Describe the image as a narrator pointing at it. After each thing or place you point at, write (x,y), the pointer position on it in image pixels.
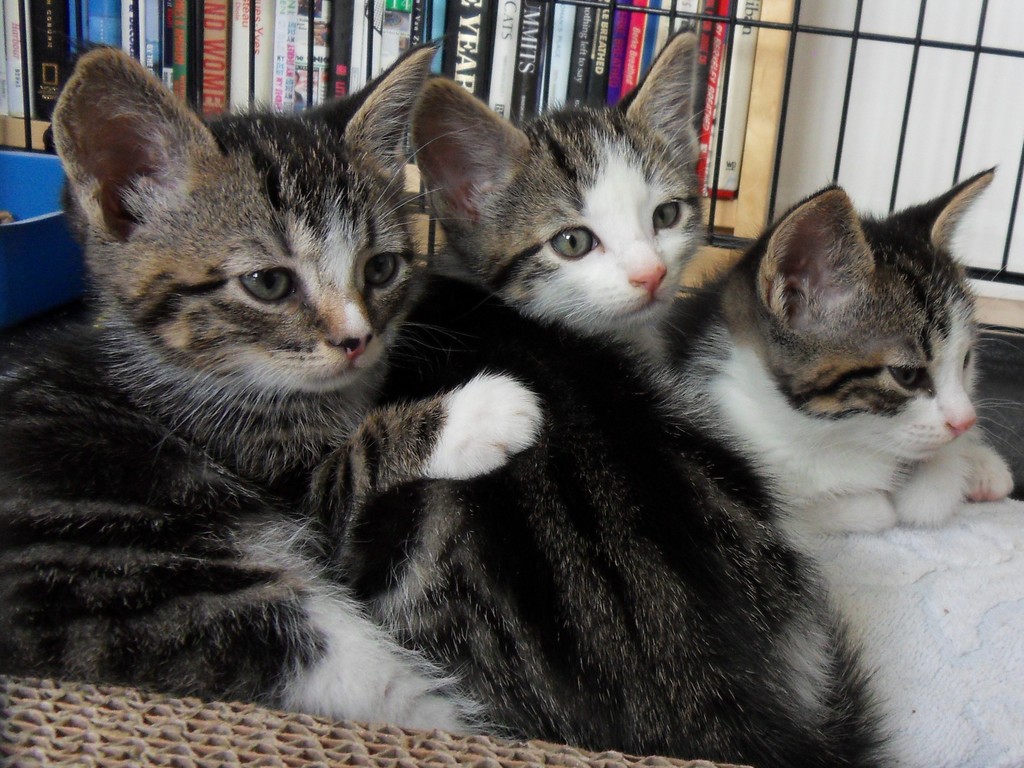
In this image there are three cats (562,609) as we can see in middle of this image (431,391). There are some books (487,74) kept in a shelf (571,92) as we can see at top of this image (507,85) and there is a blue color object (36,232) is at left side of this image (45,250).
